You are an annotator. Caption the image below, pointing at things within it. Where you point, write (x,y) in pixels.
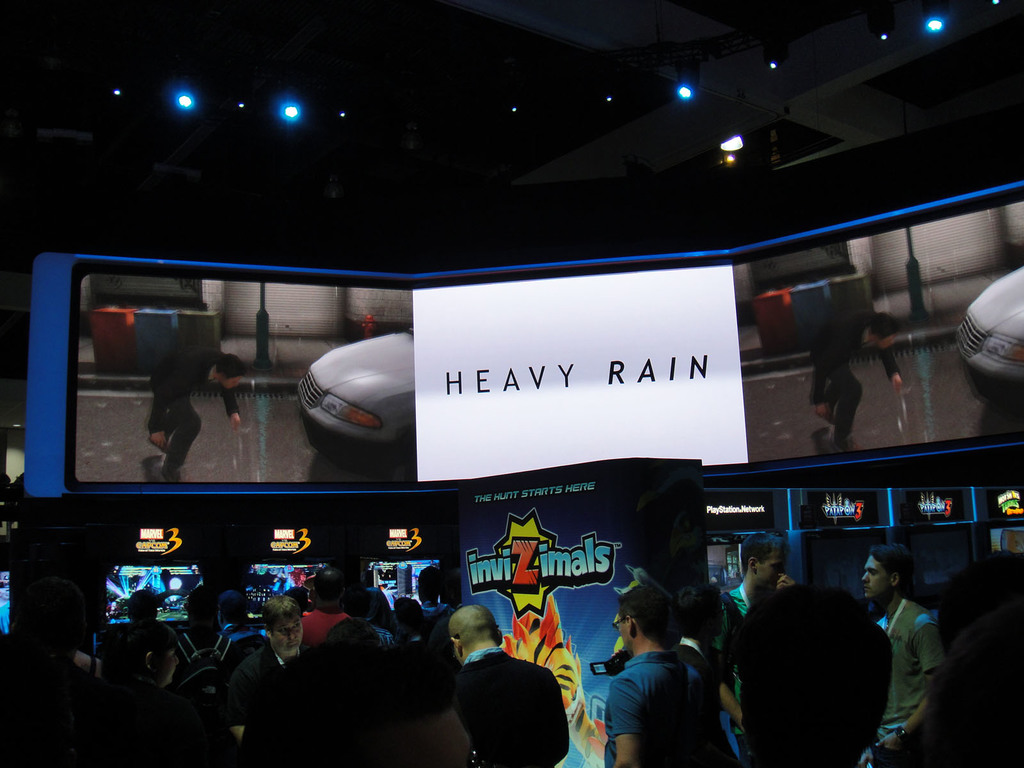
In this picture we can see a group of people (826,667) and in the background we can see lights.
